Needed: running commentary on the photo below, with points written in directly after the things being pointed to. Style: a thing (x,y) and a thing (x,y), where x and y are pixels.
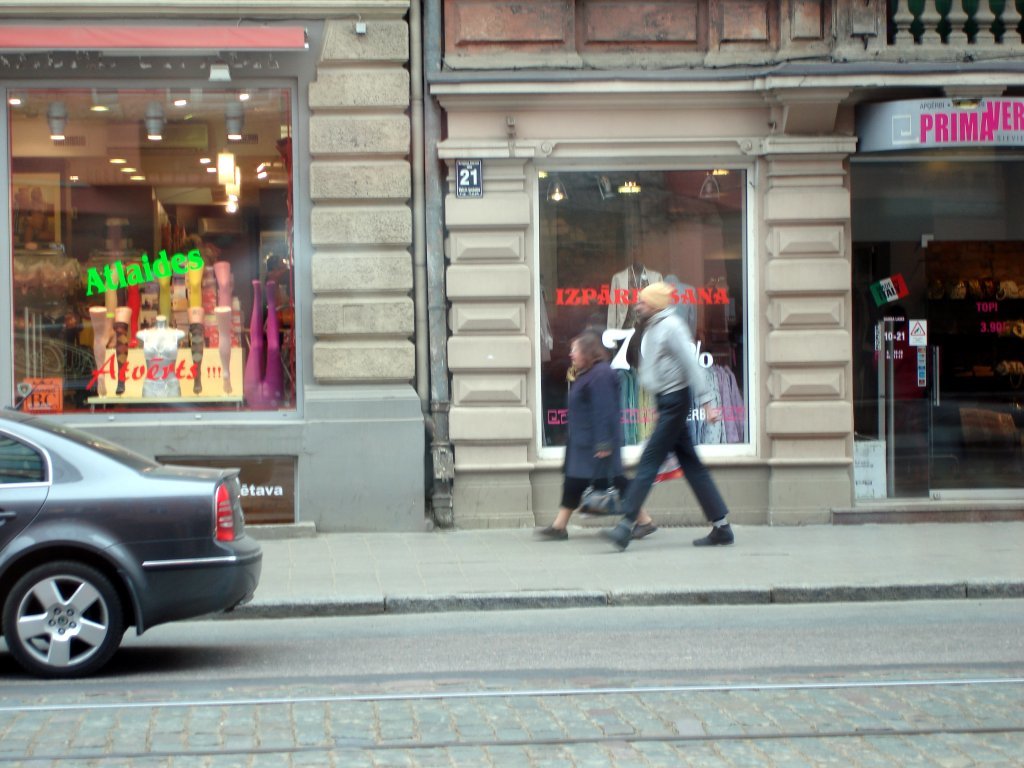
In this picture I can see a store (36,36) in the building (655,102) and couple of them (678,376) walking on the sidewalk (811,543) and from the glass (629,334), We see couple of mannequins (635,318) with clothes (627,404) and lights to the ceiling (261,139) and a car (179,563) on the road (925,706) and i can see woman (581,435) holding a handbag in her hand (605,456).
